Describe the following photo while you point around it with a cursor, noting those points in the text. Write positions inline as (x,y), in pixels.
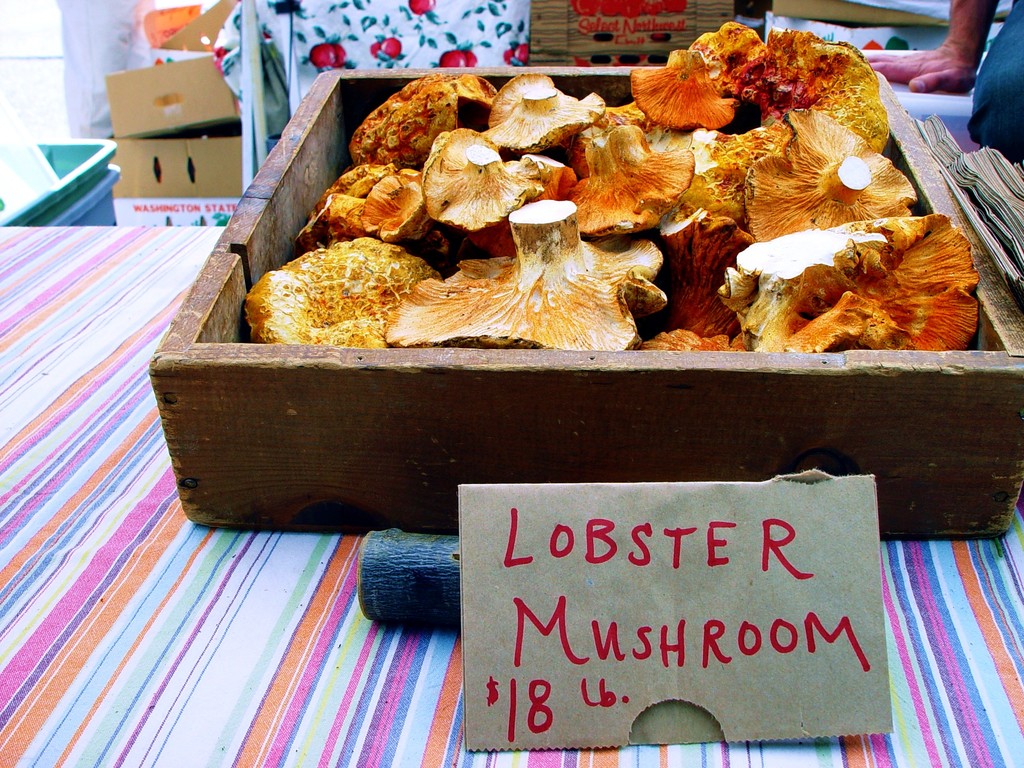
In this picture we can see some text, numbers (539,700) and a symbol (491,678) on a brown object (503,705). There is an object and some food items (428,289) are visible in the wooden box (678,365). This wooden box (302,436) is visible on a multi colored cloth (11,575). We can see the hand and the leg (1006,32) of a person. We can see a few boxes (150,186), containers (88,147) and other objects (413,36) in the background (548,36).
